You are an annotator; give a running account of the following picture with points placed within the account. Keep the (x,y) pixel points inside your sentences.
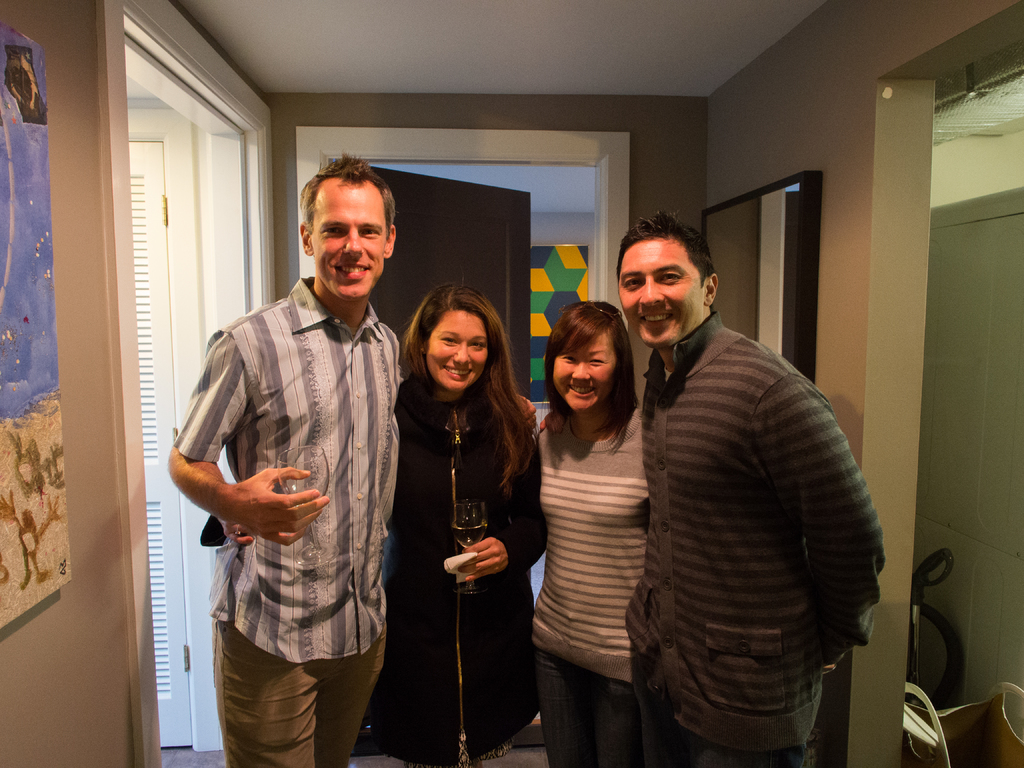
In this image I can see few people (593,390) are wearing different color dresses (569,529). Back I can see few doors (413,263) and few boards (51,426) attached to the wall (95,177). Few person (409,517) are holding glasses (463,546).
